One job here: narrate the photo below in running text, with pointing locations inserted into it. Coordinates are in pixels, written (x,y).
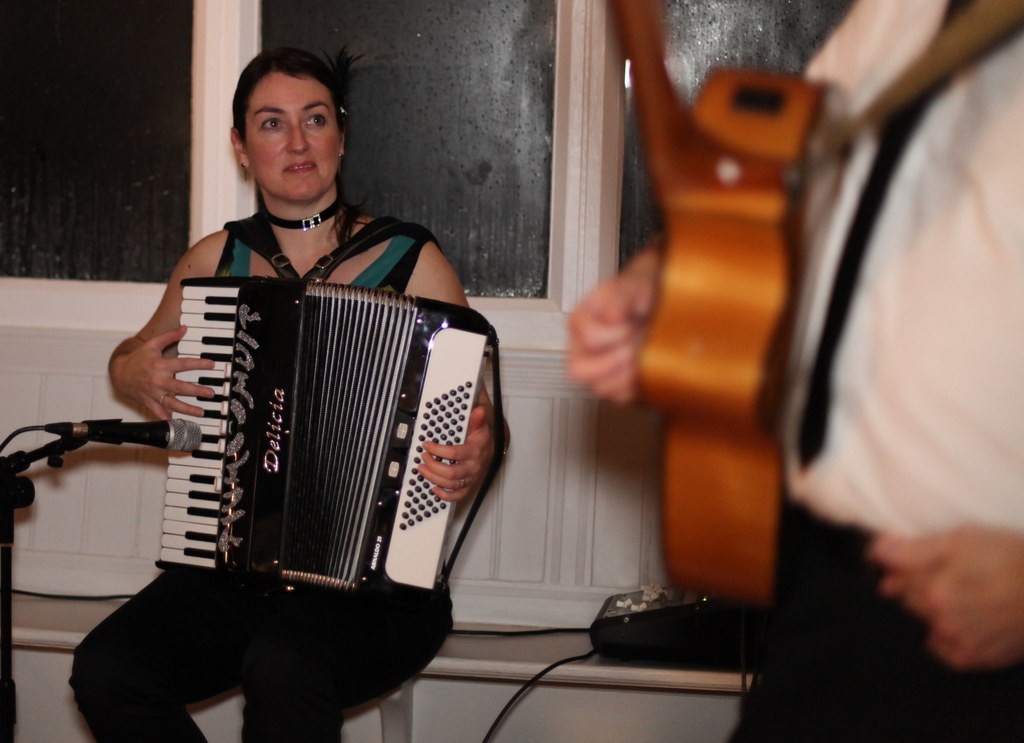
In this picture I can see a woman (295,232) playing accordion (303,322) on the left side (300,363). I can see a person (818,309) holding the musical instrument (764,291) on the right side (825,315). I can see the microphone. I can see glass windows (485,238).
